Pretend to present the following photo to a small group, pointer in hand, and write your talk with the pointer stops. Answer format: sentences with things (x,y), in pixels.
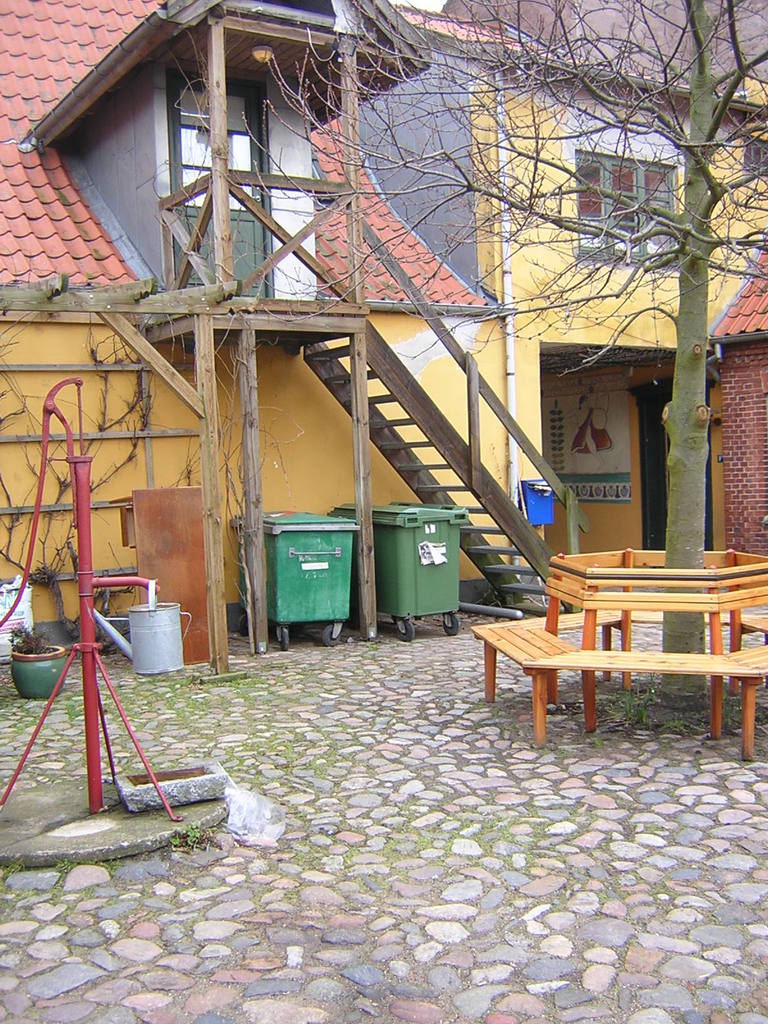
In this image, we can see there are wooden benches (496,655) arranged, wooden fence (602,560) for a tree (665,87), two dustbins (331,529), a potted plant (36,660), buildings (5,498) which are having roofs (29,132) and windows (757,171), grass (428,847) on the ground (378,811) and there are other objects (33,573).
